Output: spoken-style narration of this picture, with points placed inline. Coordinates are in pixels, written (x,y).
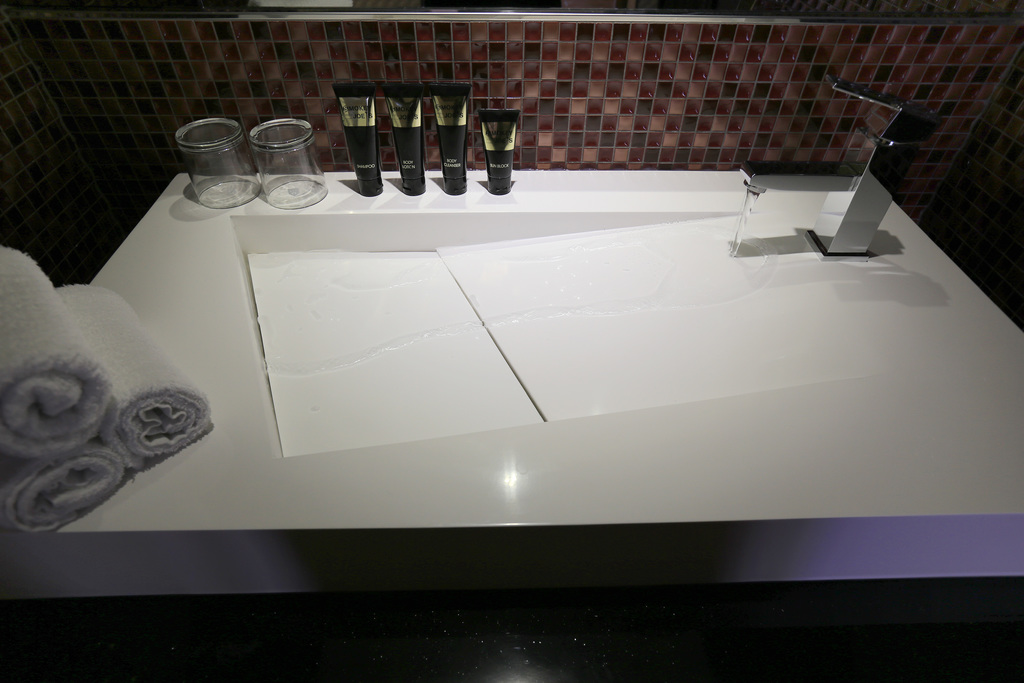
In this picture we can see a tap (866,155), sink (704,222), water (638,314) and on a white surface (392,201) we can see glasses (188,161), tubes (353,142) and towels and in the background (281,47) we can see the wall (299,75).
